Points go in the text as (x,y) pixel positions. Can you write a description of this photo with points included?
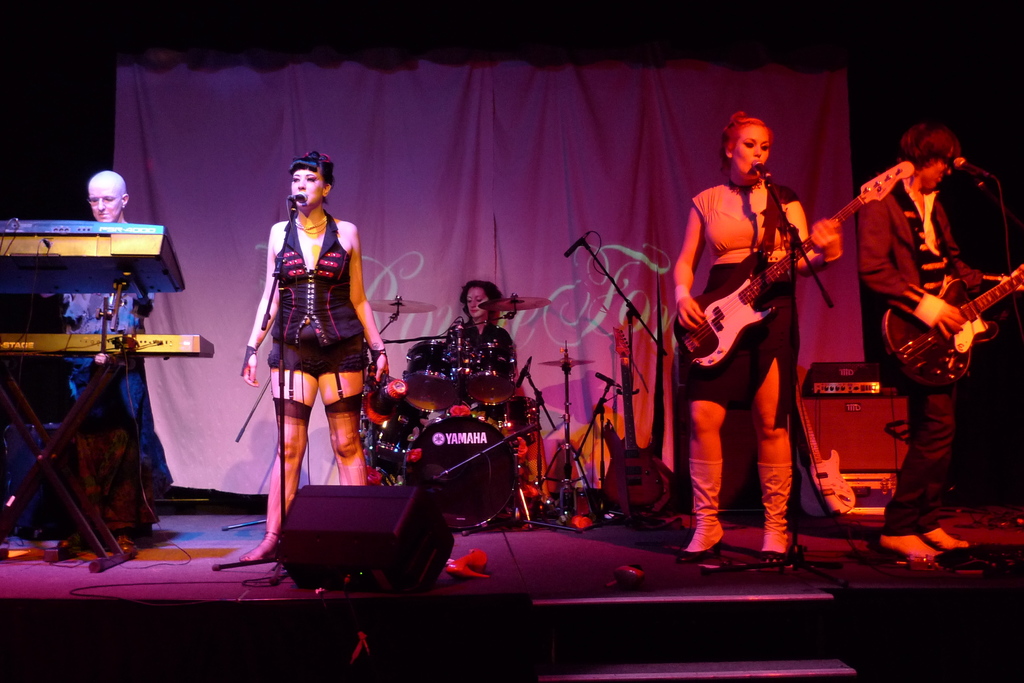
In this picture there is a music band (760,375) on the stage (663,554) in which most of them are playing a different musical instruments (463,370) in front of them. Among them two of them were guitarists (915,420). In the background (546,188) there is a cloth (528,151).
